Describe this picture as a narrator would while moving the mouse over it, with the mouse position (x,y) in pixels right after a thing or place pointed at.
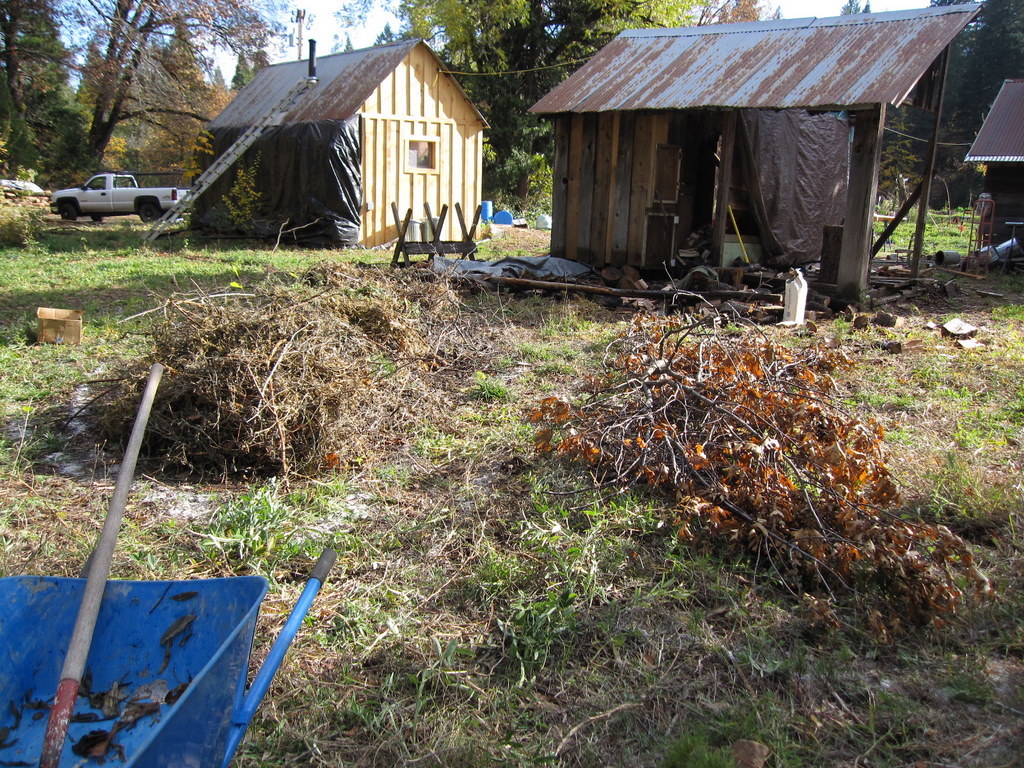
In this picture there is a greenery ground (574,468) and there are few dried plants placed on it and there is a hut (402,93), vehicle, trees (142,171) and some other objects (300,21) in the background (629,197).
